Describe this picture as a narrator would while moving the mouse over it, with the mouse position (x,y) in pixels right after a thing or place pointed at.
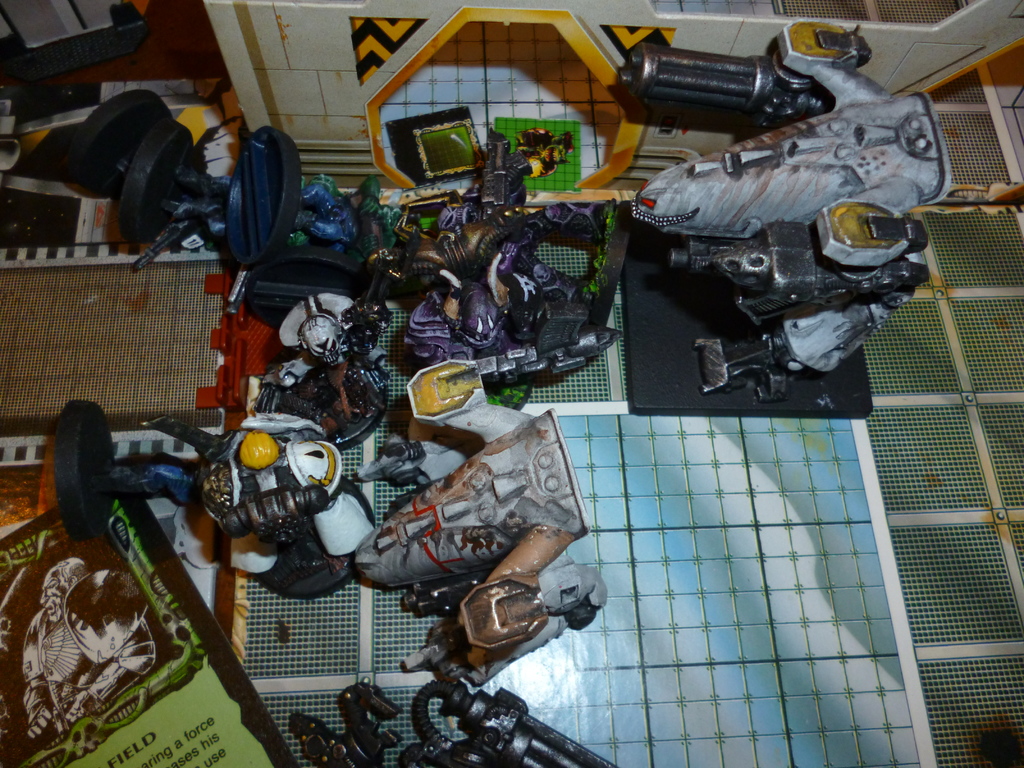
In this image I can see there are toys (729,374) on the floor (624,442). And there is a design (406,23) to the wall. And there is a banner (97,640) with text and an image (96,599).
